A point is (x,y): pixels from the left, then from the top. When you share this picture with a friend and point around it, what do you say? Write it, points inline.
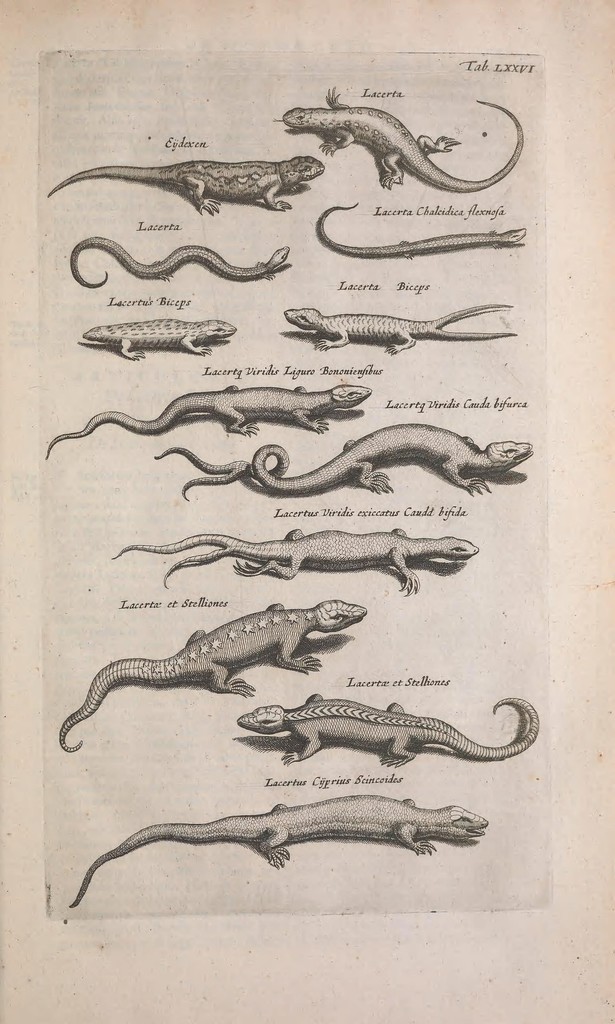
This is a paper (171,285). On that there are images (303,629) of different animals (293,419) with names (316,780).
